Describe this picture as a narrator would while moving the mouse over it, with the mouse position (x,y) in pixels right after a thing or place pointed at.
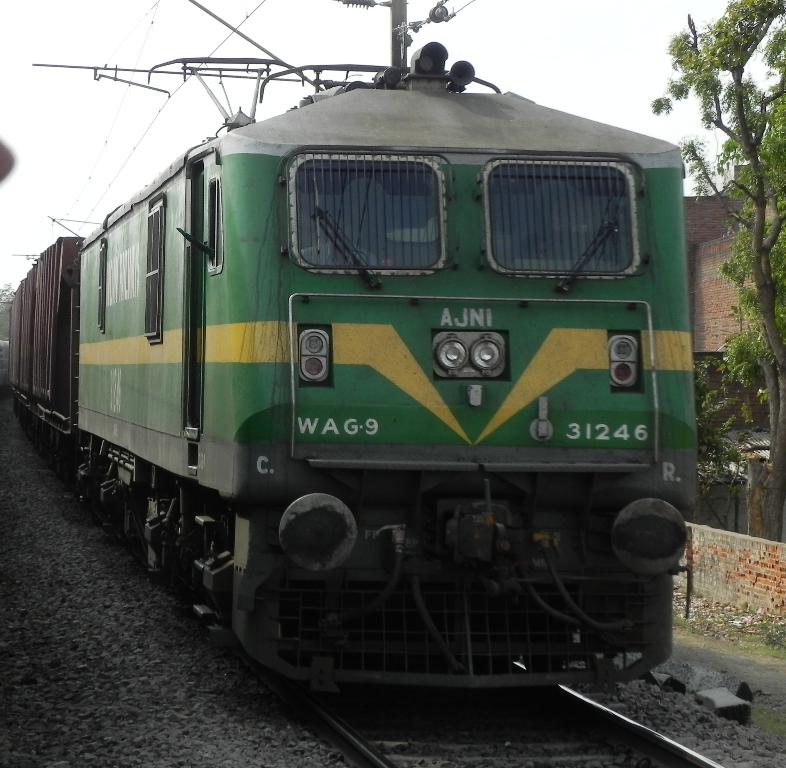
In this picture we can see a train (413,498) on the track (639,727). On the right side of the image (726,550) we can see trees (732,353) and walls (711,216). In the background (175,128) there is sky (175,128).
